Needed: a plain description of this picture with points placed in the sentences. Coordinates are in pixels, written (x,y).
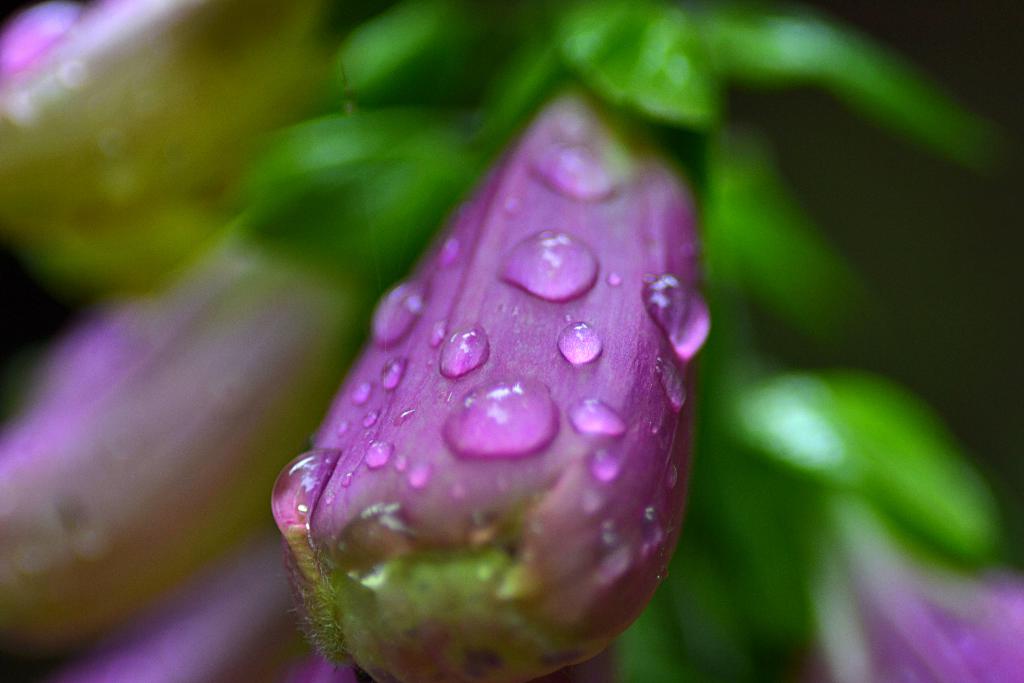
There are water drops (320,455) on the violet color flower (595,287) of a plant (662,14). Which is having violet color flowers (198,624). And the background (950,612) is blurred.
